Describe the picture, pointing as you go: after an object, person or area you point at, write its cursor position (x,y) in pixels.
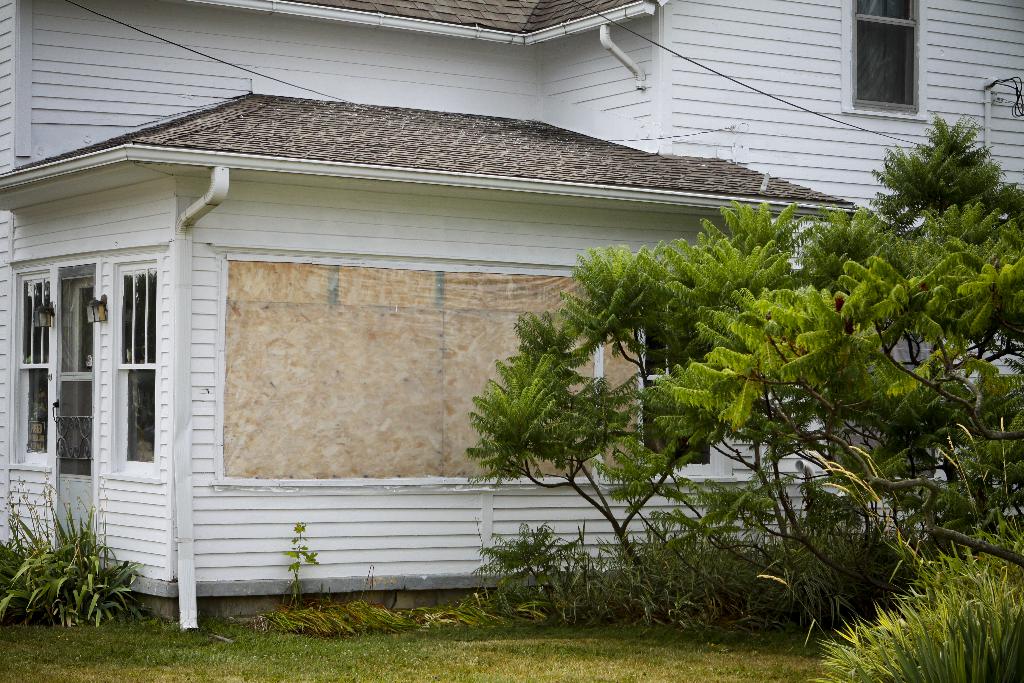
This image is taken outdoors. At the bottom of the image there is a ground (478,645) with grass (438,637). On the right side of the image (951,264) there are a few plants (942,659). In the middle of the image (599,363) there is a house (369,382) with walls (289,90), windows (885,34), roofs (408,146) and a door (78,381).
